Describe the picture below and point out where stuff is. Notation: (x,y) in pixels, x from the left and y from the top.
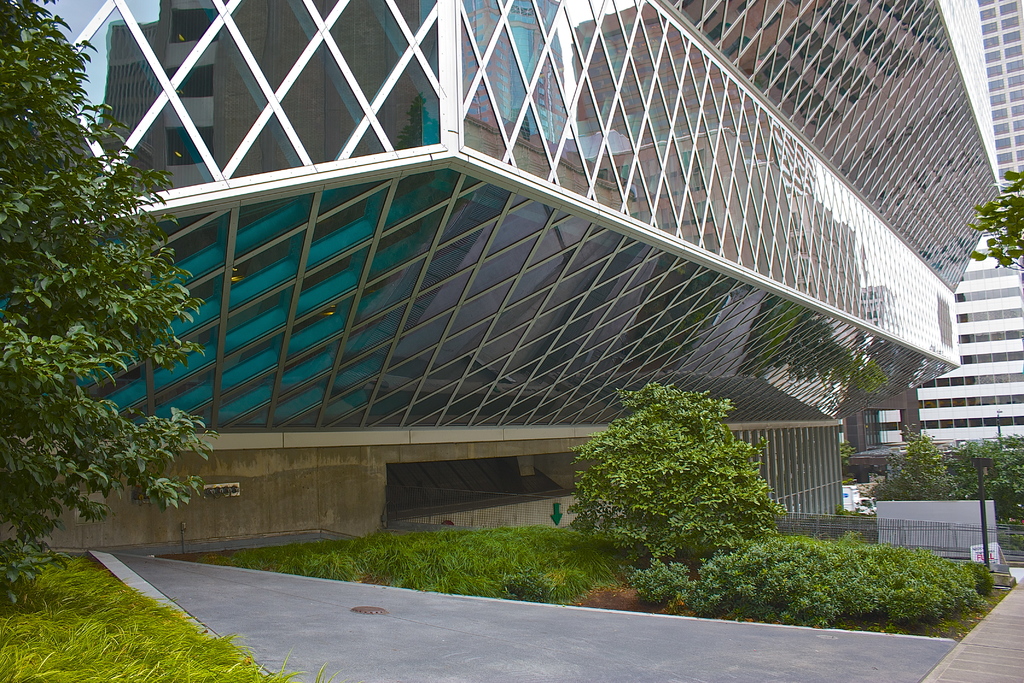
In this image in the center (479,254) there are buildings (487,409) and some trees (898,487), poles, wall (332,491). And at the bottom (330,633) there is grass (135,637) and some plants (937,558) and walkway (593,666), and there is a railing (999,528).
